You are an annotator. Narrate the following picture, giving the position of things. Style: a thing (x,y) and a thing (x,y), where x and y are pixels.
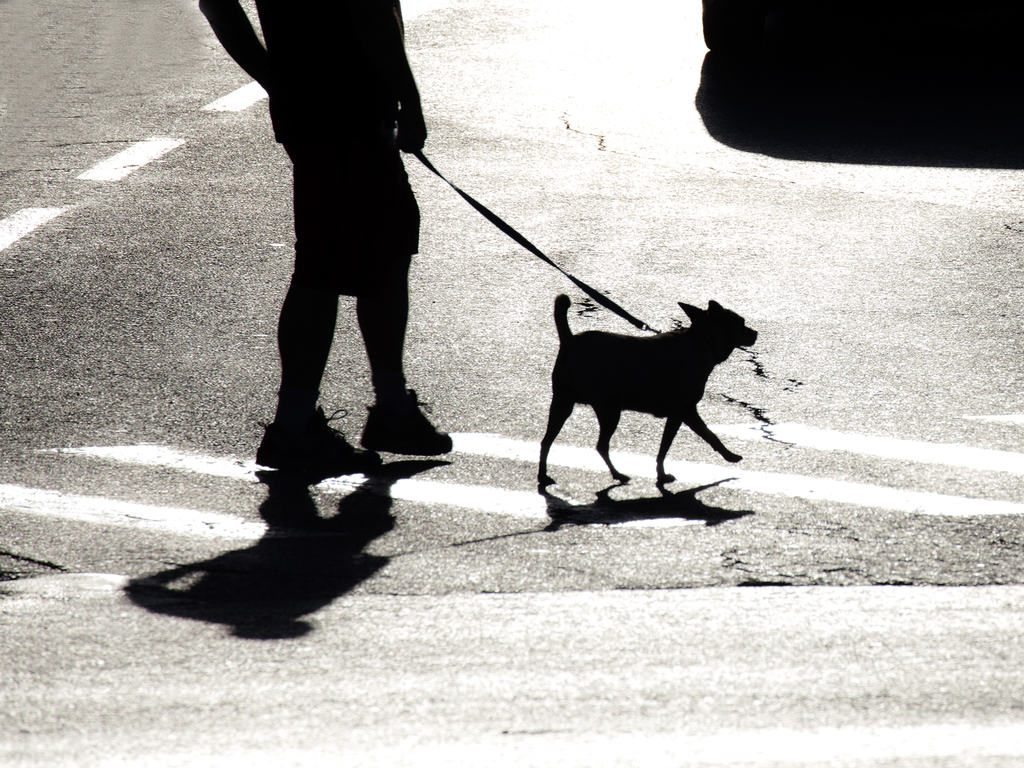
In this picture we can see a person (383,175) is holding a dog belt (519,230) and walking and the dog (622,357) is also walking on the path (355,388).
